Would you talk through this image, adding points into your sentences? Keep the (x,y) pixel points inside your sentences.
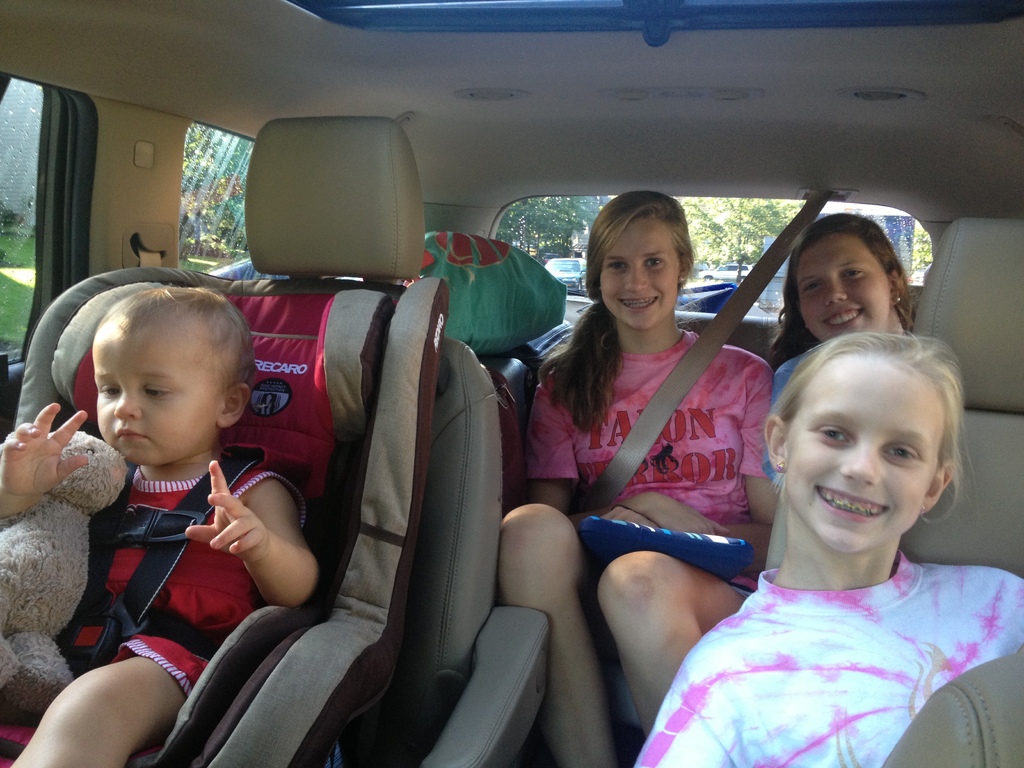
In this image I can see few people (806,712) are sitting in a vehicle (519,641). I can also see smile on few faces (635,279). In the background (730,228) I can see few trees (793,210).
